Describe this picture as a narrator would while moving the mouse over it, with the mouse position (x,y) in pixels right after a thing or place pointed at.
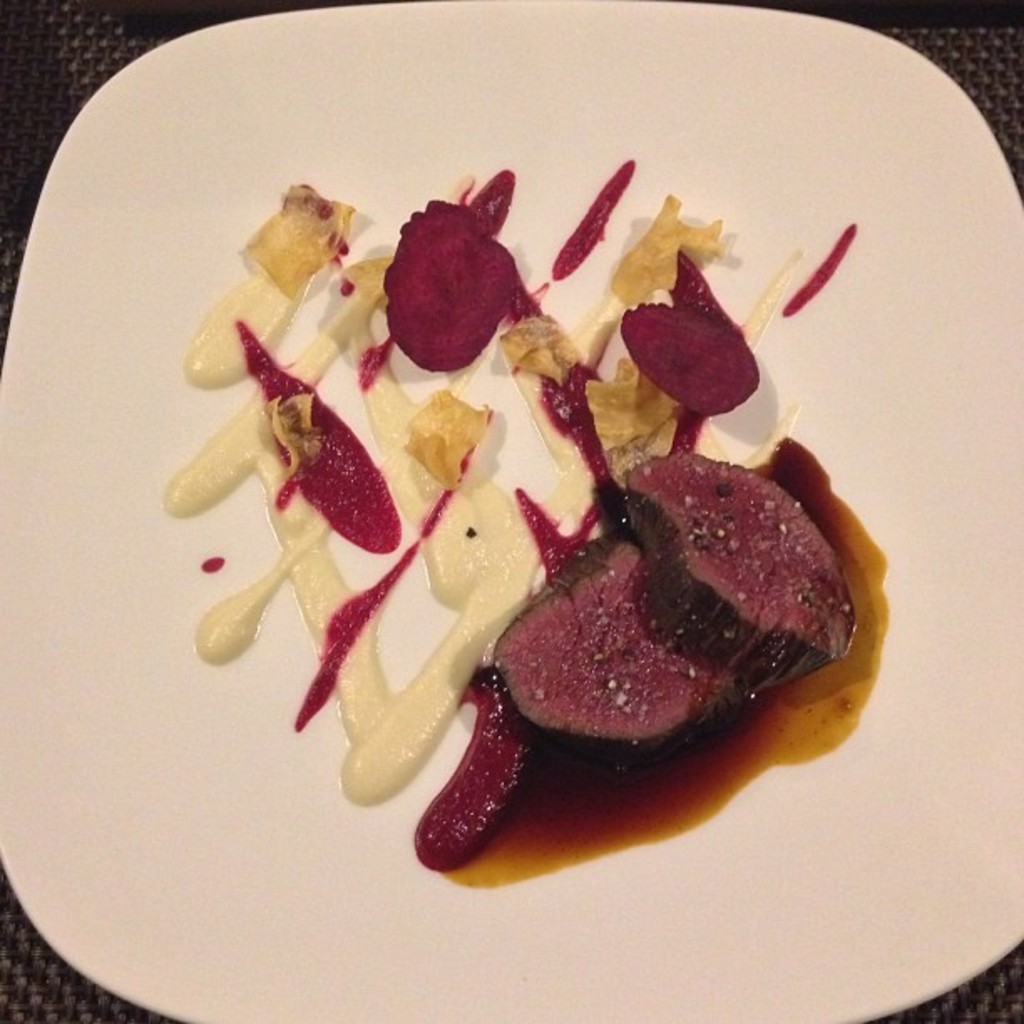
In this image we can see a food item (470,571) is decorated in a white color plate (856,329).
